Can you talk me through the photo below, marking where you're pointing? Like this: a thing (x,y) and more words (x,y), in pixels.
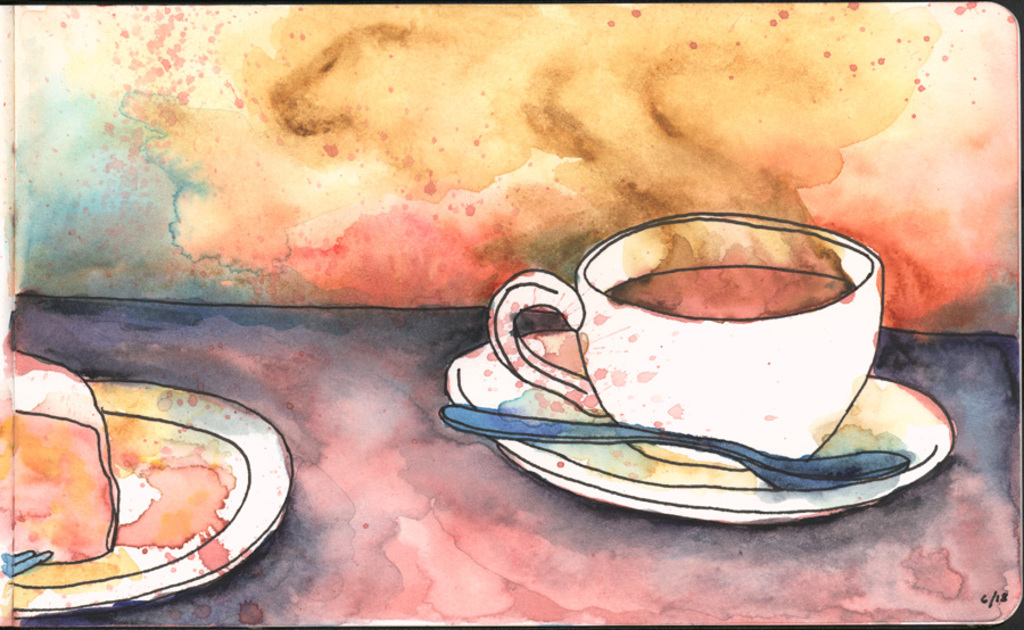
In this image I can see the painting (356,405) of plates (700,470), a spoon (705,449) and a cup (613,353) and I see the colorful background (503,167).
